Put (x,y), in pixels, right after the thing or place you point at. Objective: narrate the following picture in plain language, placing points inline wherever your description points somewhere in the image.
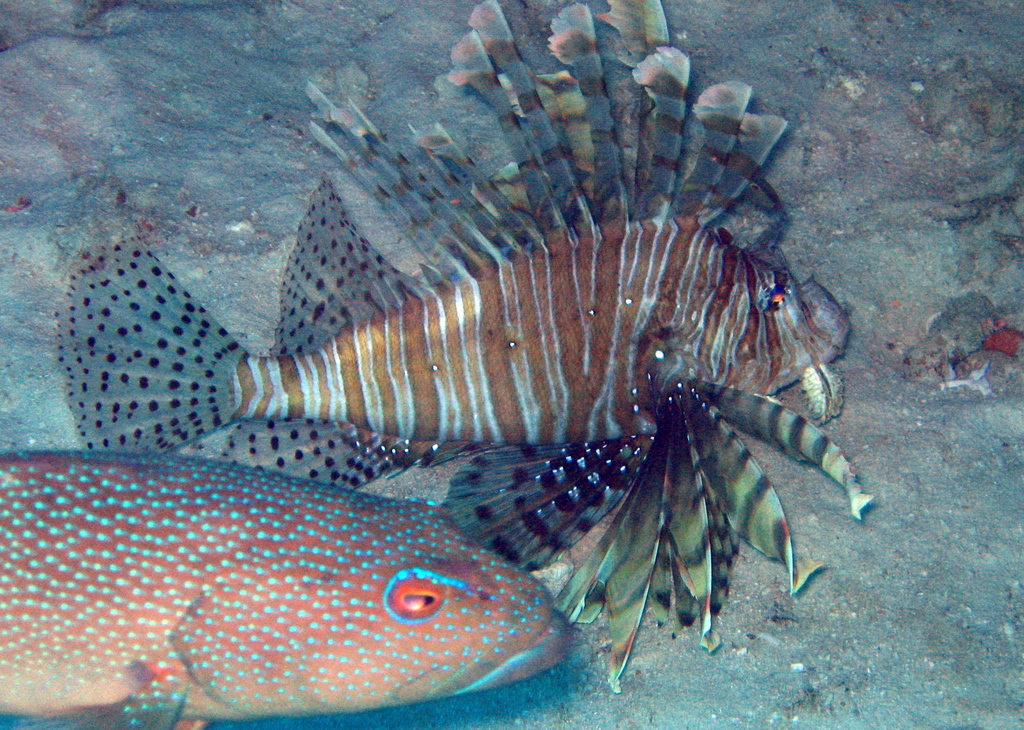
In the picture I can see the fishes (547,340).
